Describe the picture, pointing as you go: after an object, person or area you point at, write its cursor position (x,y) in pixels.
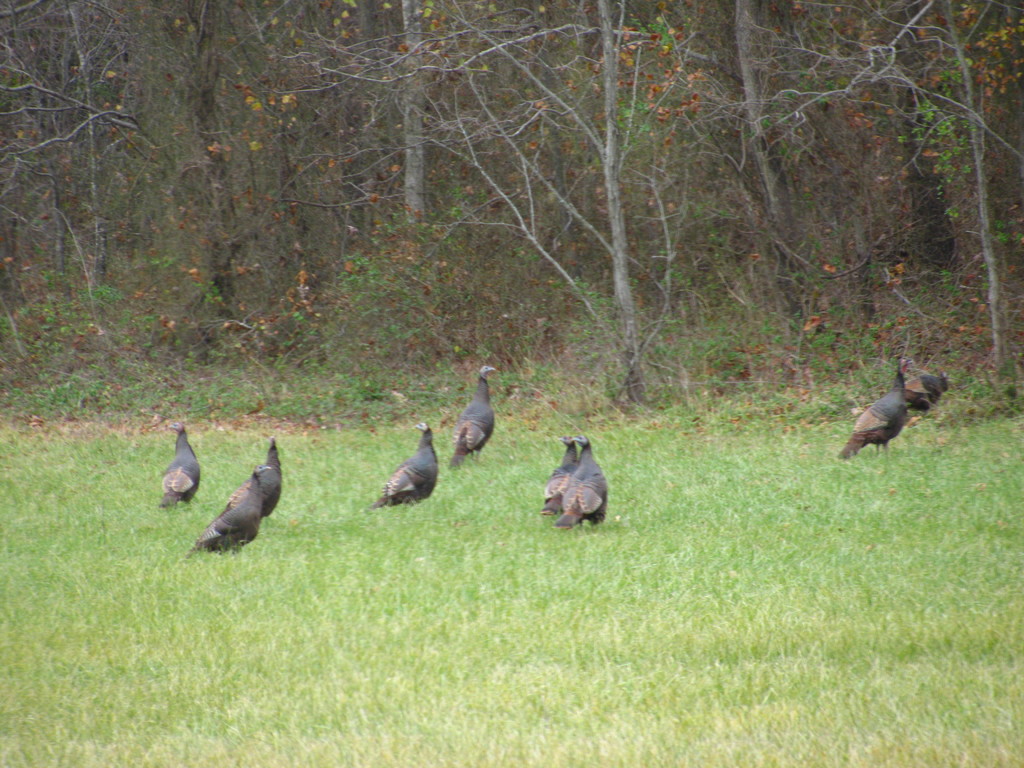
In the picture I can see birds (423,464) are standing on the ground (572,601). In the background (522,426) I can see trees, plants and the grass (672,511).
